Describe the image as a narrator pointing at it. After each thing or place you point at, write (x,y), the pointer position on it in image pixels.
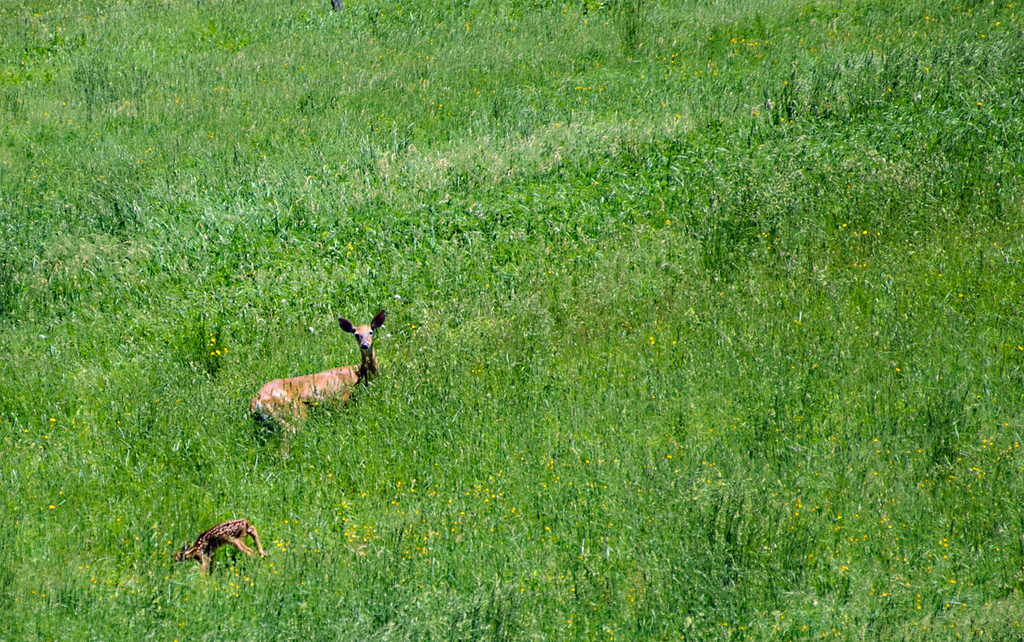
In this picture we can see animals (204,560) and greenery (392,517).
